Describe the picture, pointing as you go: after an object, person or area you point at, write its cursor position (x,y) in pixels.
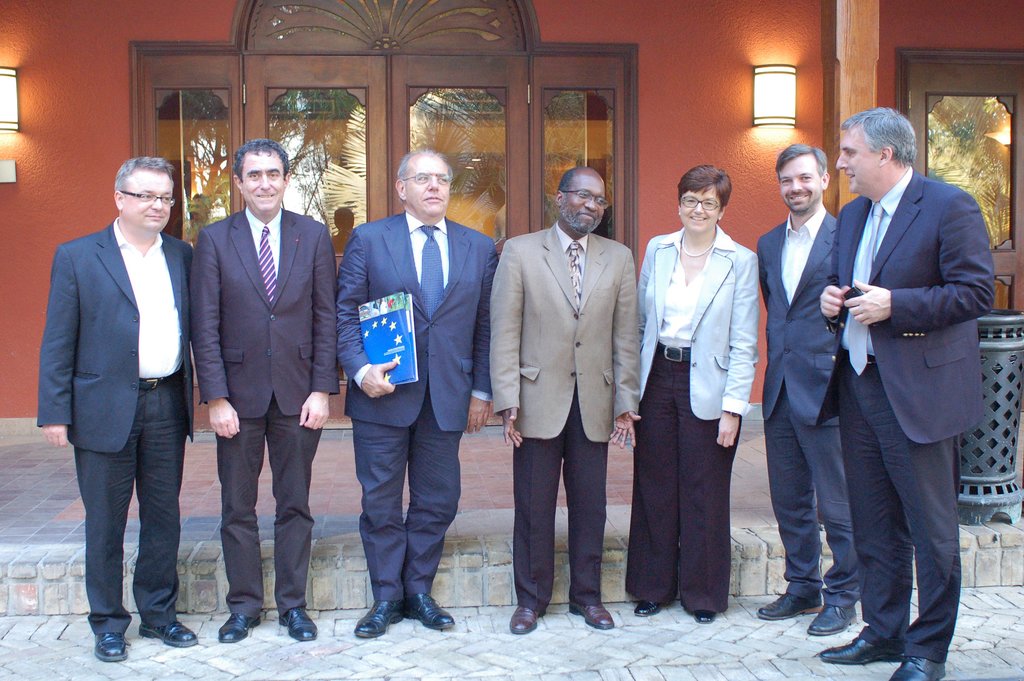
In this image there are group of persons (528,352) standing, there are persons (405,427) holding objects (392,350), there is a orange color wall (692,80), there are lights (773,94) on the wall (815,87), there are windows (357,114) behind the person (566,188), there is dustbin (992,446) towards the right of the image (1004,352), there are windows (983,138) towards the right of the image (960,111).
